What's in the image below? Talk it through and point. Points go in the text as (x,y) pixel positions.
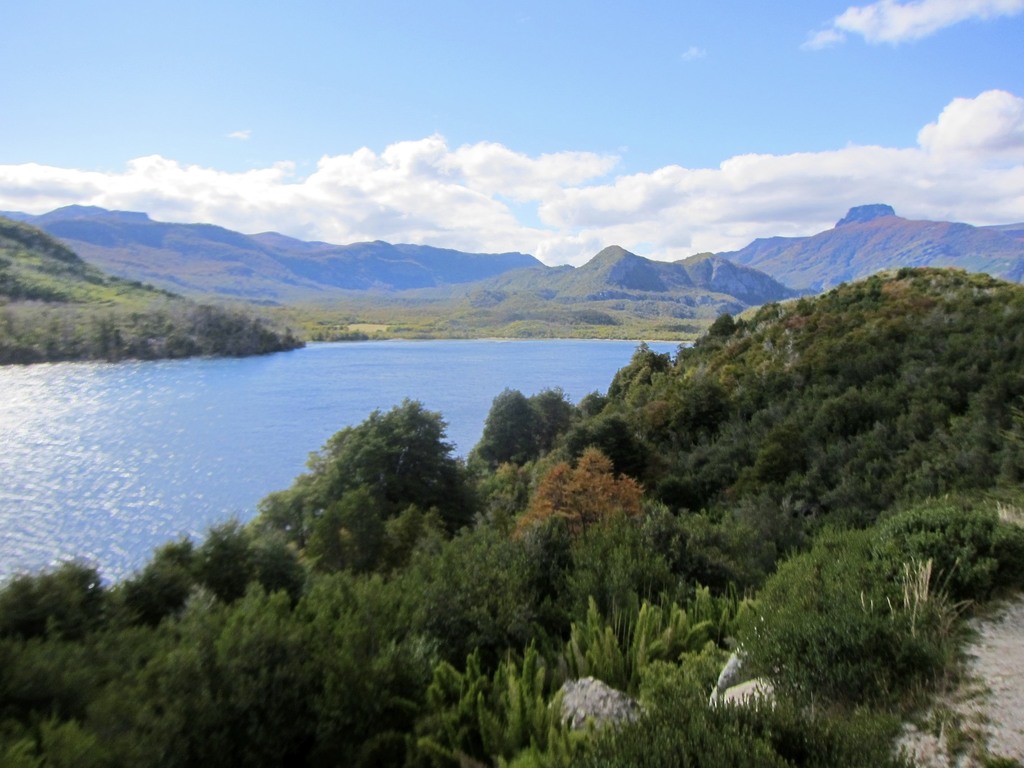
There is greenery (606,425) in the foreground area of the image (586,413), there is water (459,349), mountains (851,233) and sky (636,112) in the background area (555,104).
